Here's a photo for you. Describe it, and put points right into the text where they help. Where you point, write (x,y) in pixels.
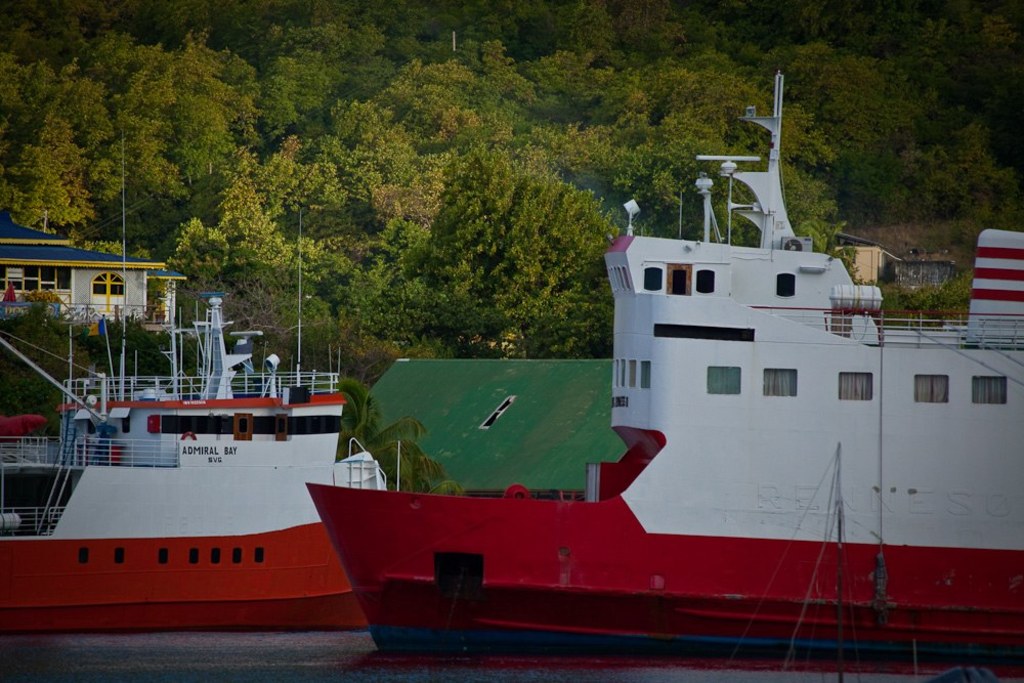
In this image there are two ships (292,529), at the bottom (122,656) there is a river (65,649). In the background (464,137) there are some trees (247,173) and house (146,263).
